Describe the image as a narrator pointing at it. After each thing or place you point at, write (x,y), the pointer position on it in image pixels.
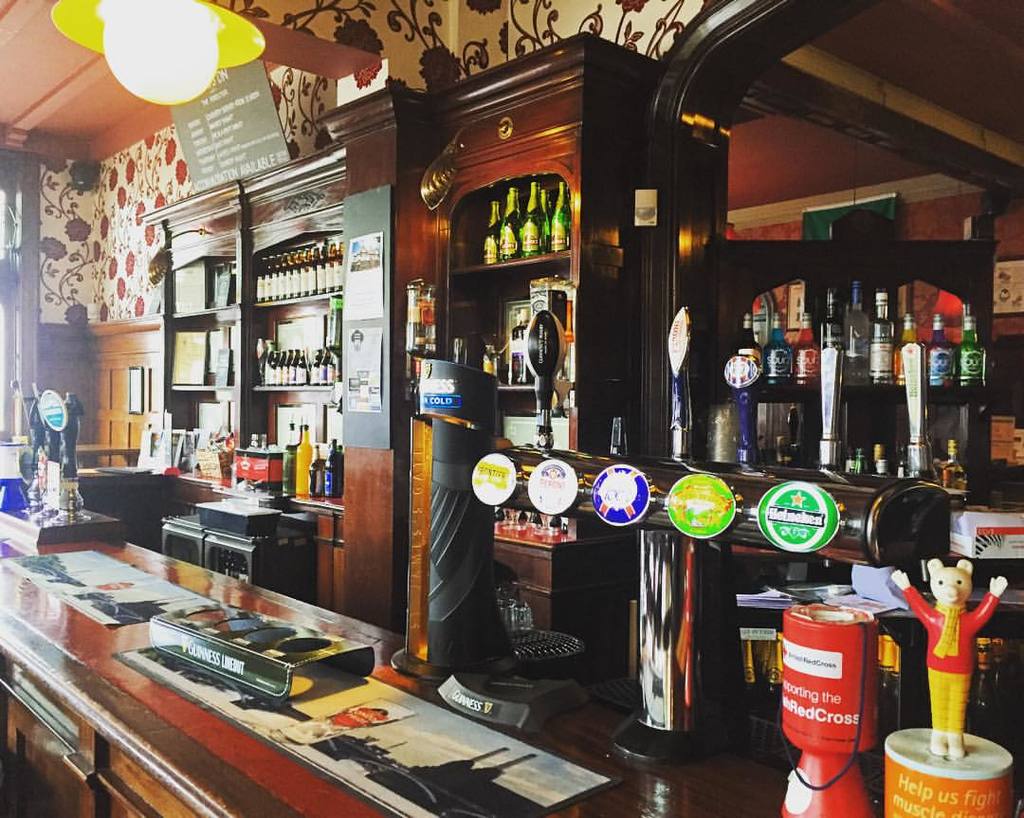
In this image I can see number of bottles (510,356) on these shelves (835,283). I can also see few boards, a doll (969,651), a light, a red colour things (869,699) and few other stuffs (419,547). On these boards (199,139) I can see something is written.
